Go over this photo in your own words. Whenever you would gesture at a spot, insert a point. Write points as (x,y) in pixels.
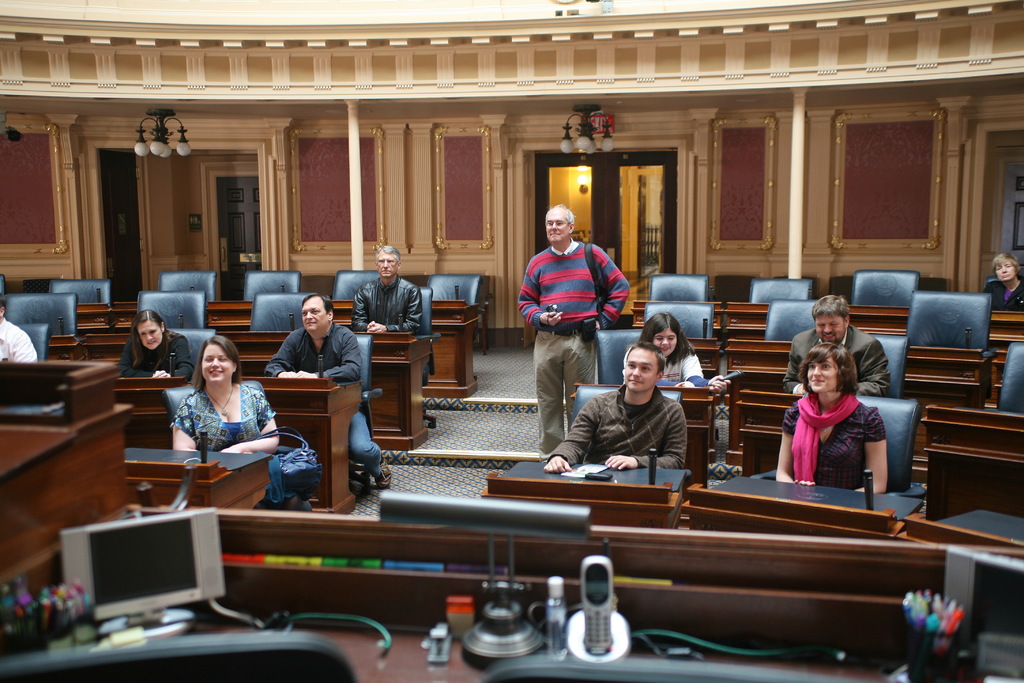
In this image in the front (461,573) there is a table (633,610) and on the table (378,568) there are objects (443,629) which are white and black in colour and there are pens (928,631) in the pen stand (914,636). On the left side of the table (228,589) there is a screen (156,579) and in the center (594,421) there are persons (128,359) sitting and smiling and there is a man (562,318) standing in the center (569,300) and there are empty chairs (269,291). In the background (516,134) there are chandeliers (565,143) hanging and there are doors (232,223) and there is a wall (184,179) and there are pillars (799,171).
